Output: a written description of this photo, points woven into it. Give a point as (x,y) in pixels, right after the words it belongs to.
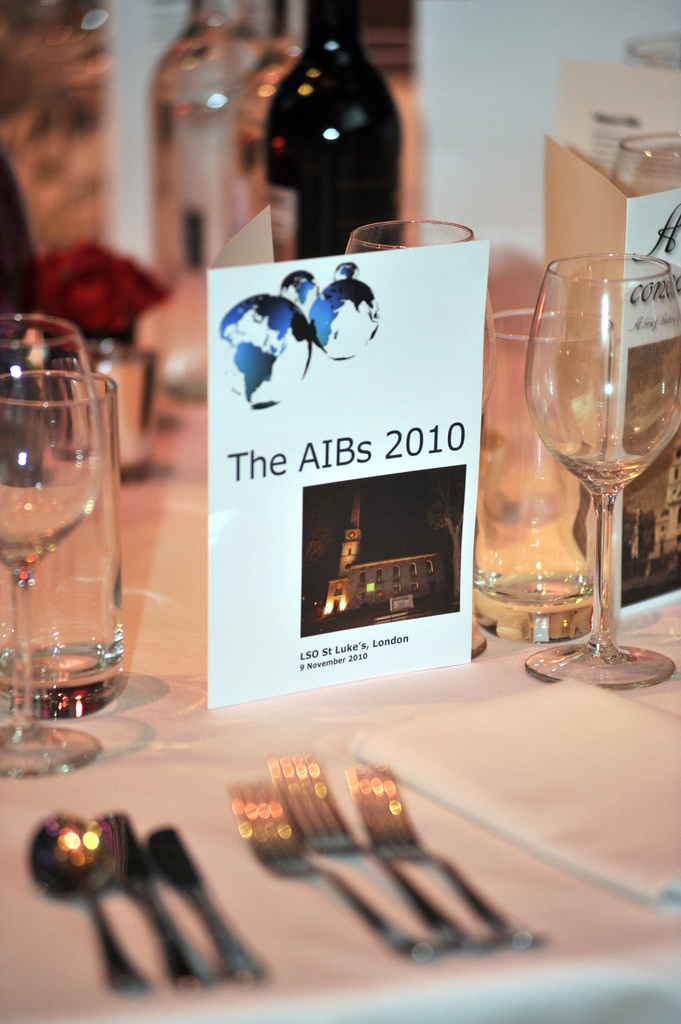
This is a picture of things (36,483) on the table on which there are set of glasses (72,451), some bottles (335,146), spoons (44,875), tissues (470,723) and a note (298,615) which is in white color.
